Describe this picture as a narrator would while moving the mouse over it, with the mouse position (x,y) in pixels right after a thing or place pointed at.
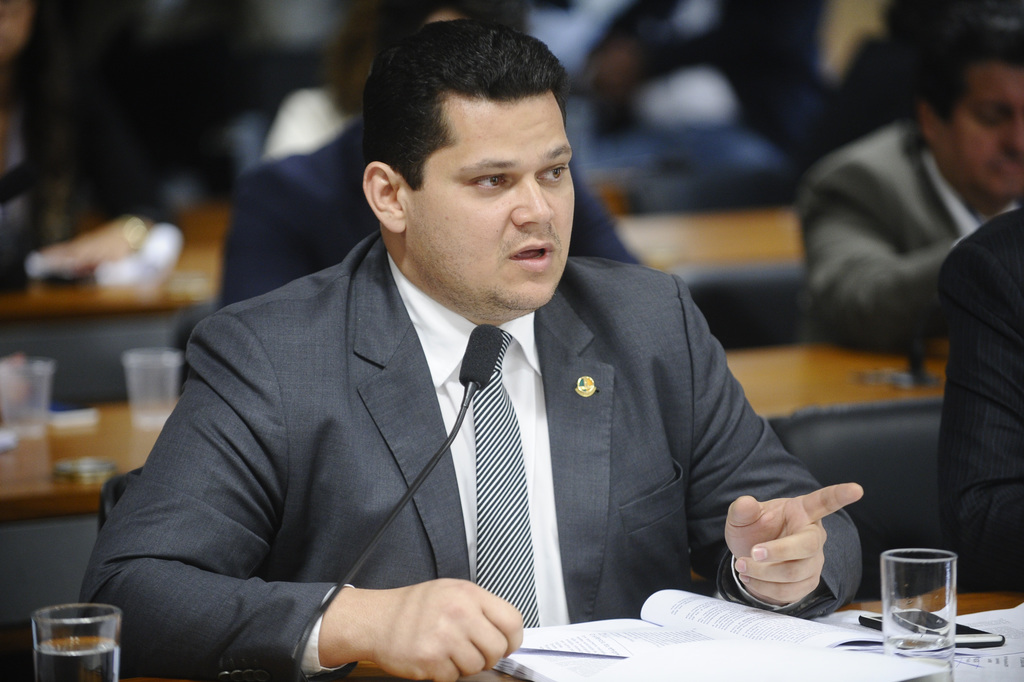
In this image I can see the group of people (586,280) sitting in-front to the tables (122,340). On the tables (838,609) I can see the papers (586,630), glasses (887,626) and mobile (971,631). I can also see the mics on the tables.
